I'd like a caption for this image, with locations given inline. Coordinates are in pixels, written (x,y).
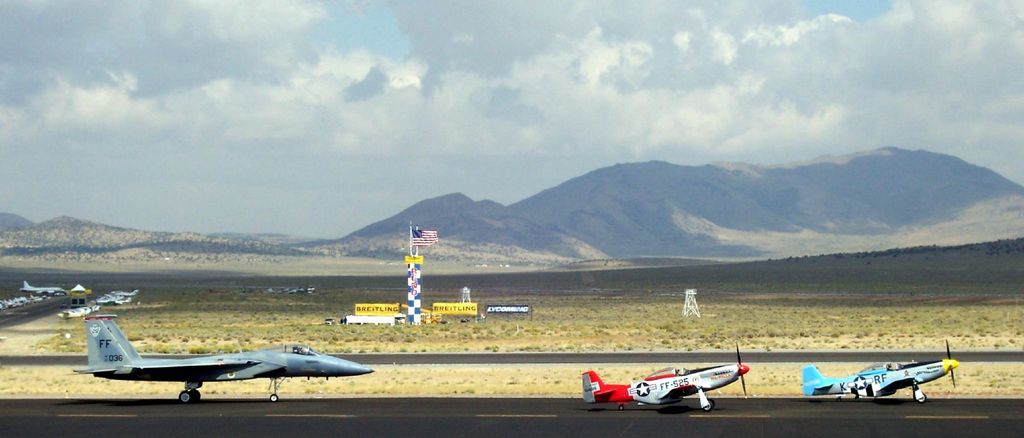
This image is clicked on the road (840,432). There are aircrafts (665,377) on the road (865,432). Behind the aircrafts (312,373) there's grass (450,322) on the ground (419,345). In the center of the image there are boards (443,307). In between the boards (378,309) there is a flag (420,237). To the left (72,308) there are vehicles (27,297) and an aircraft (43,288) on the ground (150,297). In the background (617,228) there are mountains (618,188). At the top (510,33) there is the sky (254,58).
